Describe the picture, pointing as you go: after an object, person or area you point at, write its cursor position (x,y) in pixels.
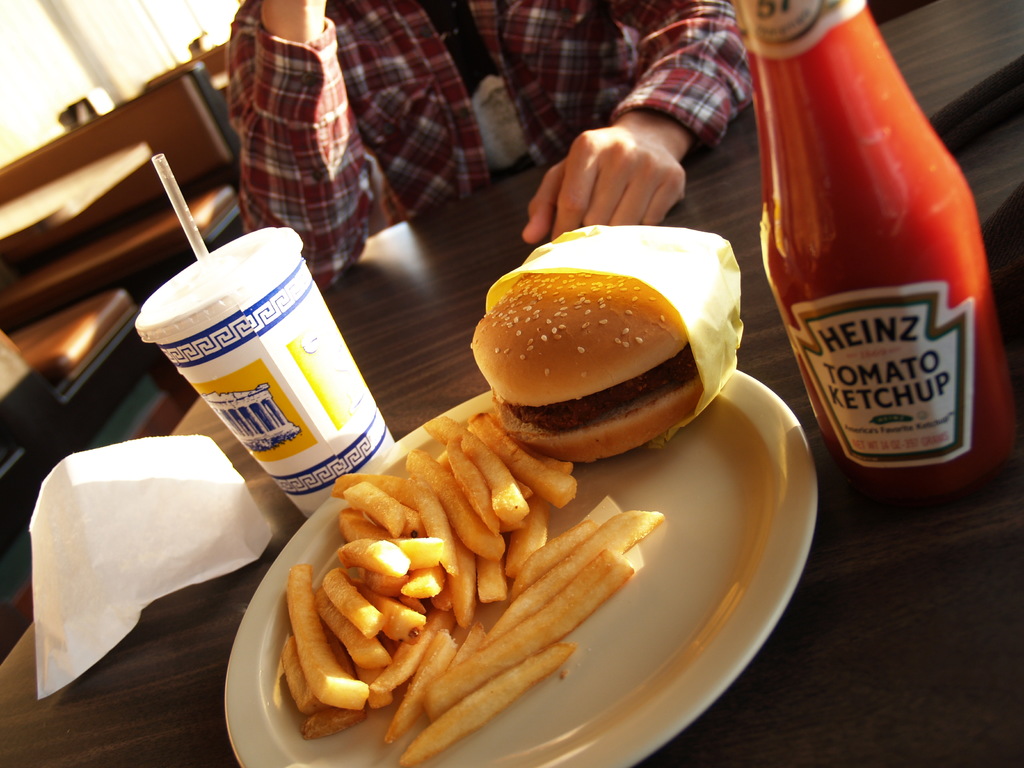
In this picture I can see there is some food (490,460) and a burger (482,349) placed on a plate (603,666). There is a tomato ketchup bottle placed into right and there is a person (587,24) sitting in the front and there are a few more tables (20,201) at left side (20,201).
